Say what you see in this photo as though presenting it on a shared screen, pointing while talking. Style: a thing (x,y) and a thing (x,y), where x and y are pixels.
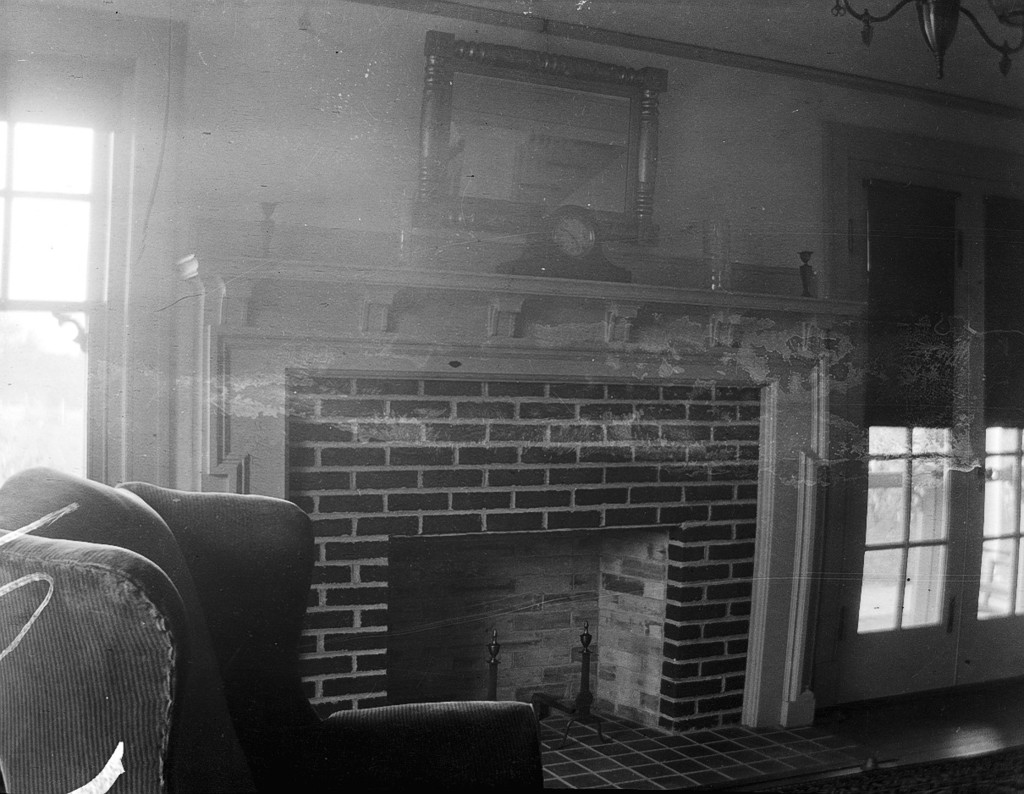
In this we can see a complete room (420,567), one couch (296,703), window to the wall (392,148).
